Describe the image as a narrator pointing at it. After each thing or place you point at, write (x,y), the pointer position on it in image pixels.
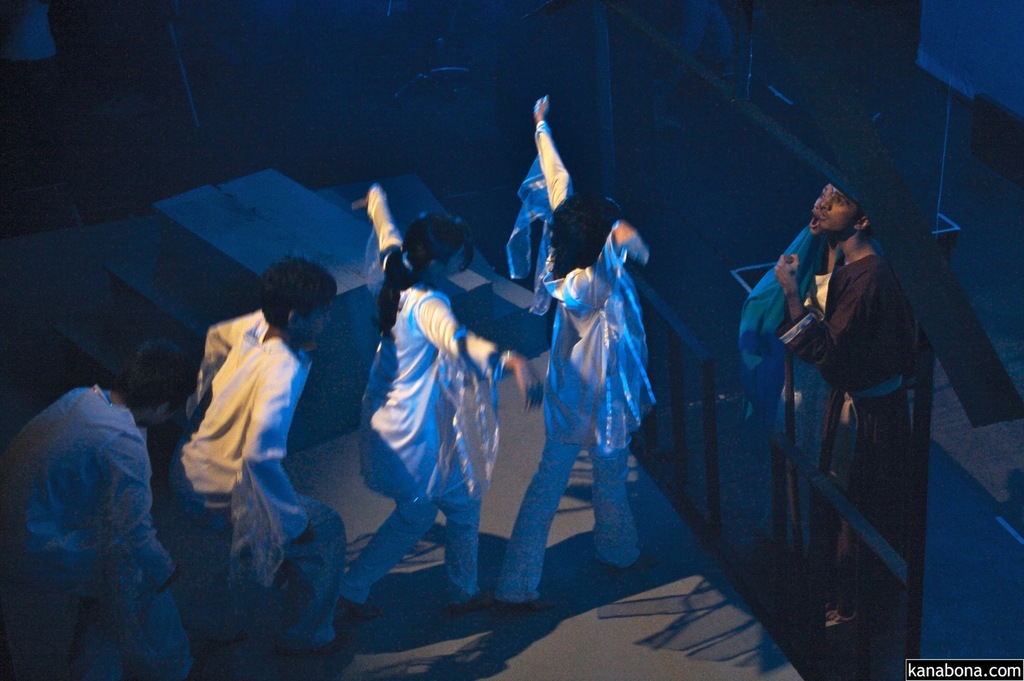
In this image, we can see few people (591,420) are performing on the stage (564,608). Here we can see stairs (157,333), rods (671,394), few objects (1004,149). Right side (933,669) bottom corner, there is a watermark (946,667) in the image.
